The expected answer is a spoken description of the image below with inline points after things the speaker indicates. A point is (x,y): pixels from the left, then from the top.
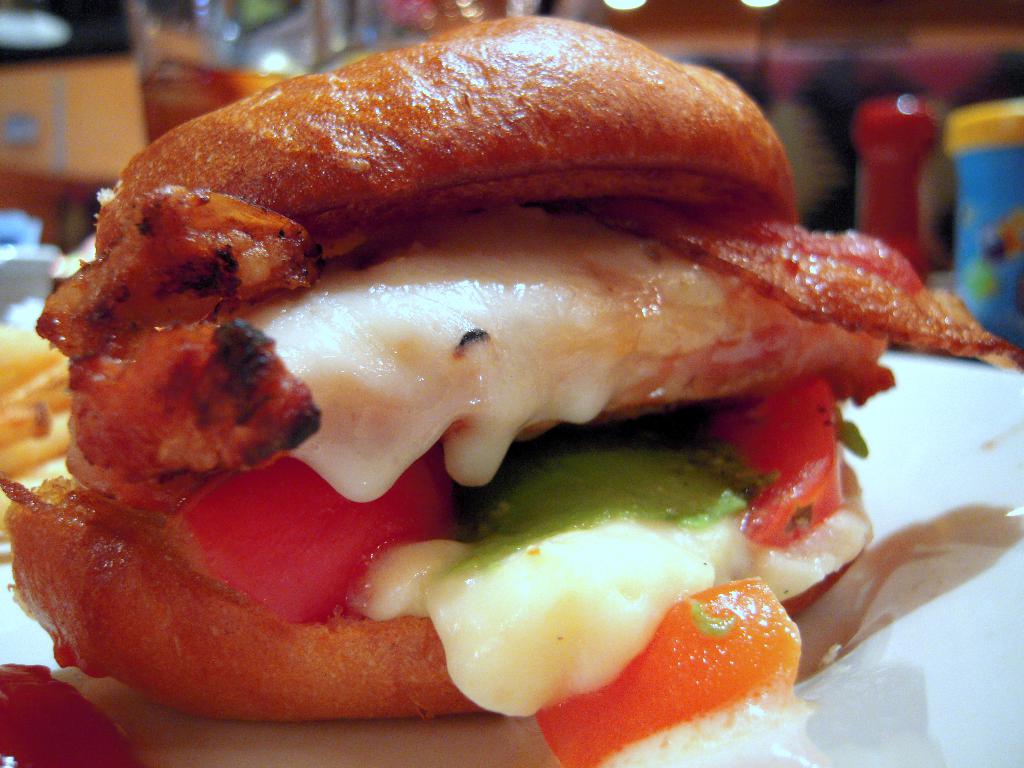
This is a zoomed in picture. In the foreground (421,82) we can see a food item (525,388) seems to be a burger (528,557). In the background (2,361) there are many number of items (994,254).
